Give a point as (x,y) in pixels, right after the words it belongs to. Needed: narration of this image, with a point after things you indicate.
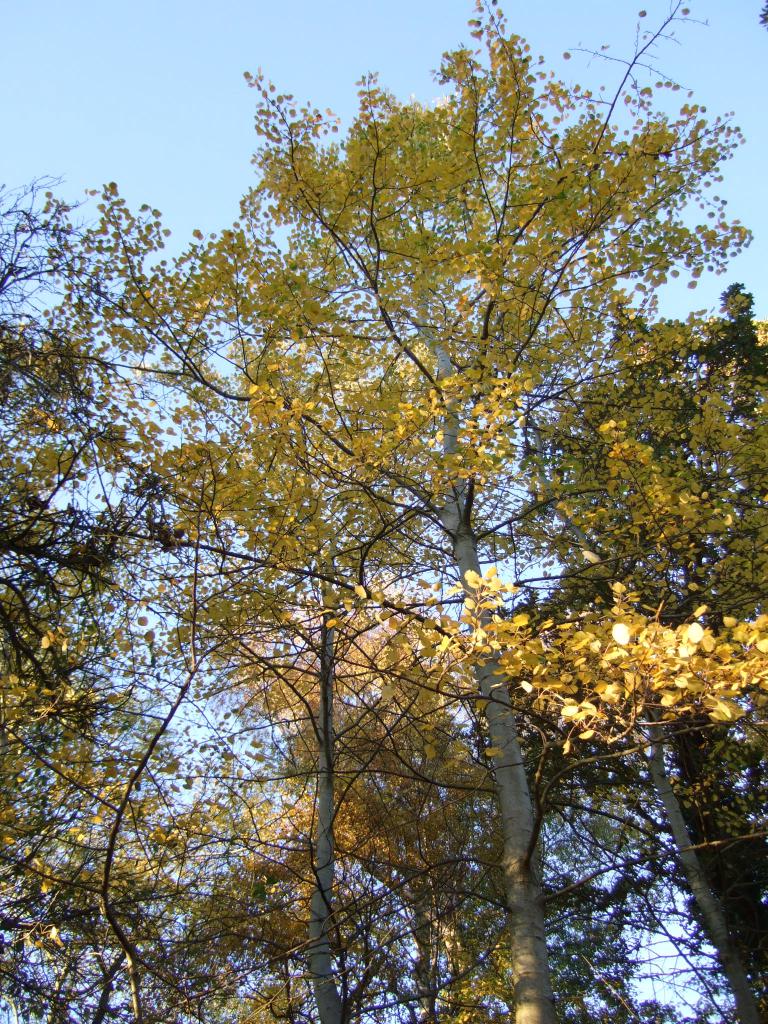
In this picture there is a yellow trees (408,665) in the front (283,701). On the top (162,94) we can see the sky (190,90).
